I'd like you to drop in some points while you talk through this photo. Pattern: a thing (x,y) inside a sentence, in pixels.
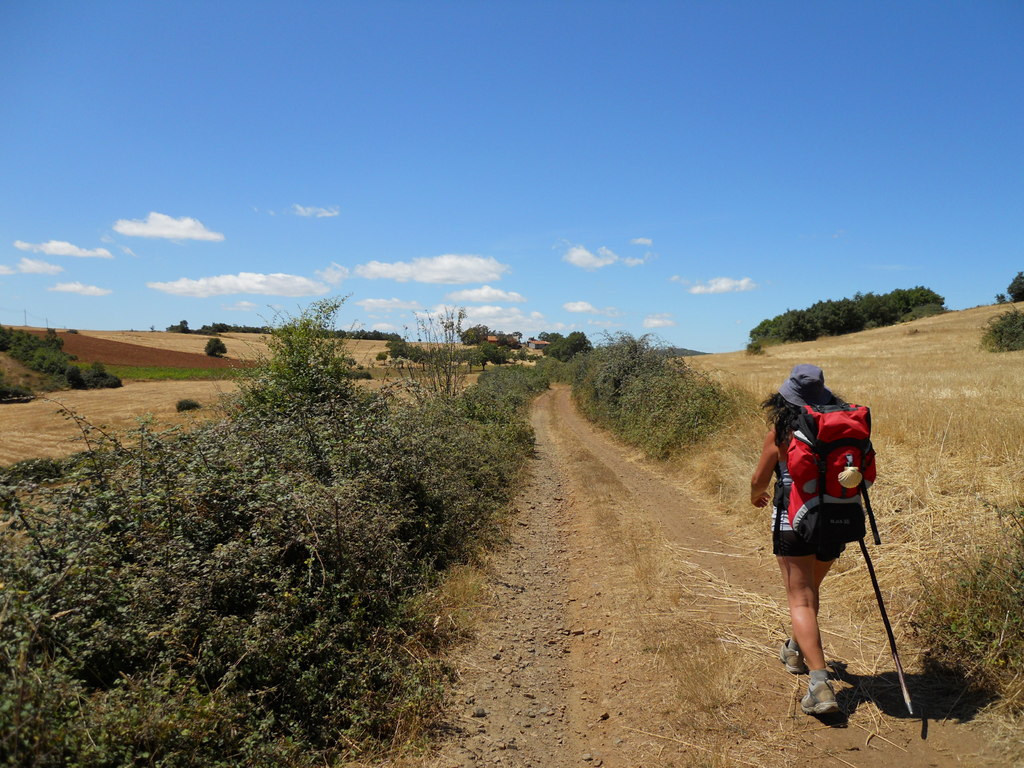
In this image I can see few trees (485,344), grass (694,461) and the person (787,549) is wearing bag (829,509) and holding the stick (897,657). The sky (678,283) is in blue and white color.
